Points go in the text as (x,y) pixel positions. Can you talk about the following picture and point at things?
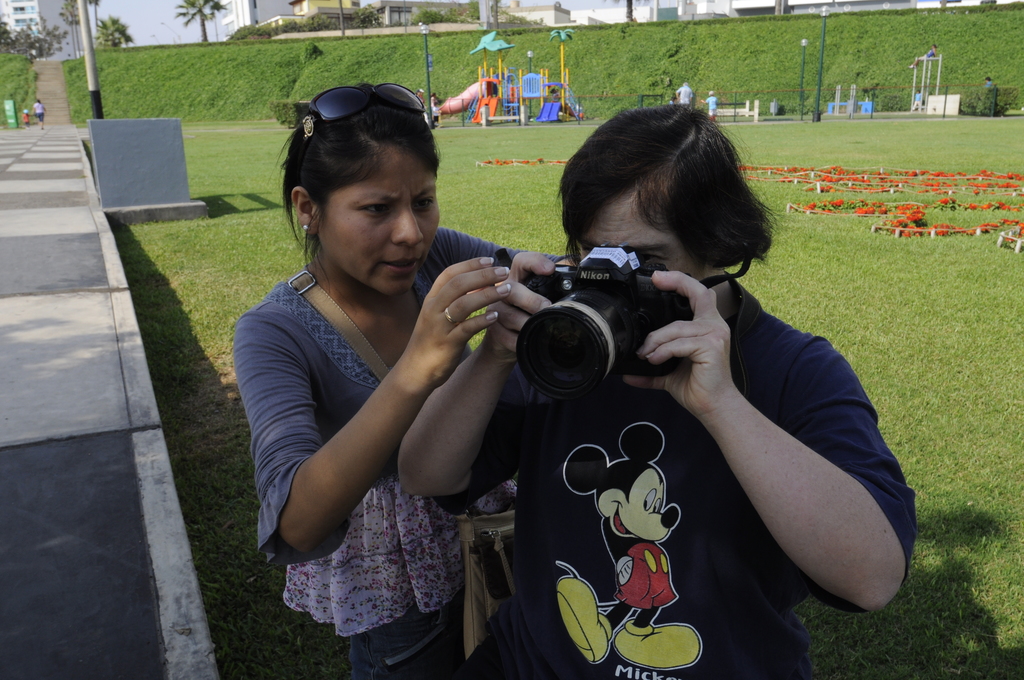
In the image we can see there are two person (506,342) together, the right side person (696,404) is holding camera (584,330) in his hand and the left side one (358,320) is looking at it. This is a grass (892,289), play toys (551,110), building (246,10), trees (204,22) and pole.
